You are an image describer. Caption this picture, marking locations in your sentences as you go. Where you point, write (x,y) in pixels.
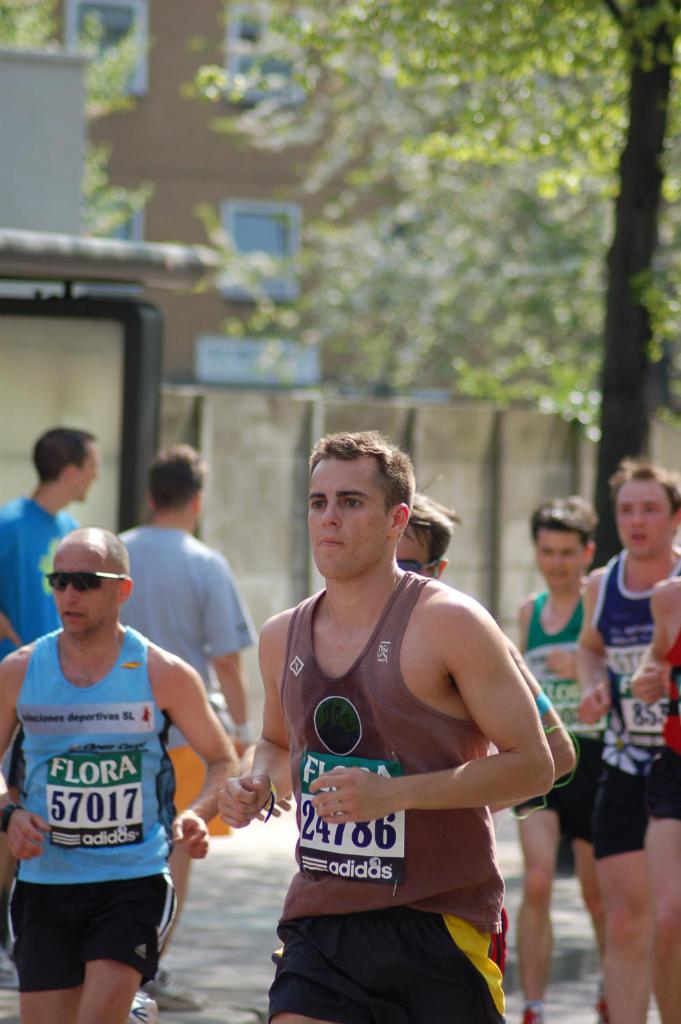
In this image I can see few persons (167,806). I can see a wall (449,468). I can see a tree (527,232). In the background (162,10) I can see a building (268,236).
